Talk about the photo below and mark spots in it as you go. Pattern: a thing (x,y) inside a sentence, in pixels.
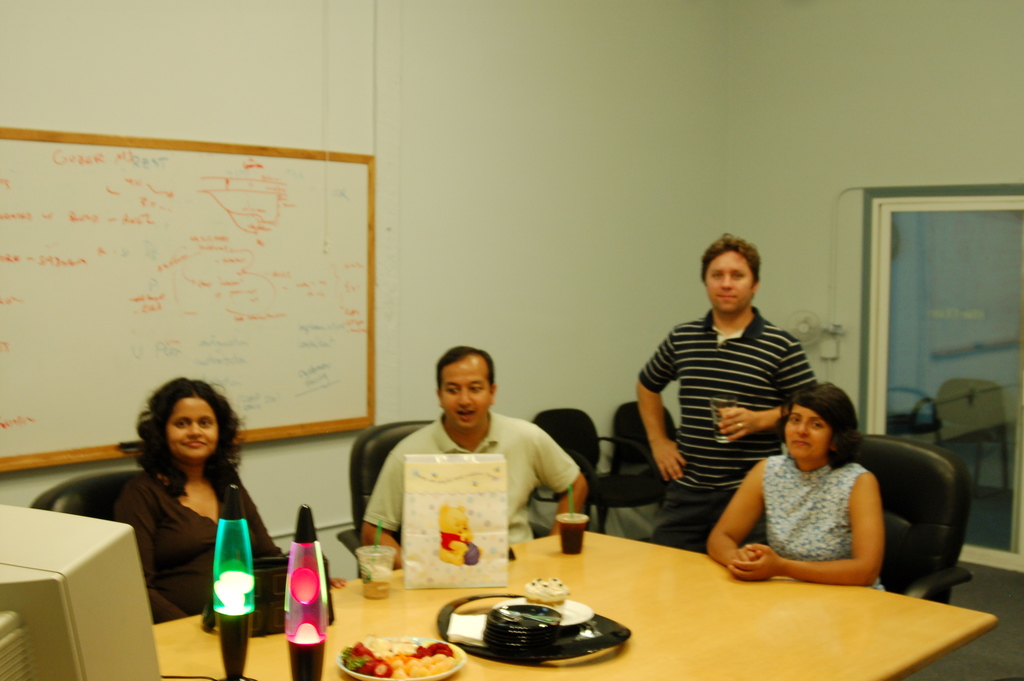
There are four members (513,424) in this room (424,411). Three of them were sitting in the chairs (900,490) in front of a table (735,666) on which some food items (395,653) and some lights (233,565), a gift bag (414,566), cups (371,587) were placed. One guy (735,316) is standing. There is a board (189,240) attached to the wall (207,35) and we can observe a monitor (69,596) in the left corner (61,624). In the background (922,350) there is a door (929,336).
